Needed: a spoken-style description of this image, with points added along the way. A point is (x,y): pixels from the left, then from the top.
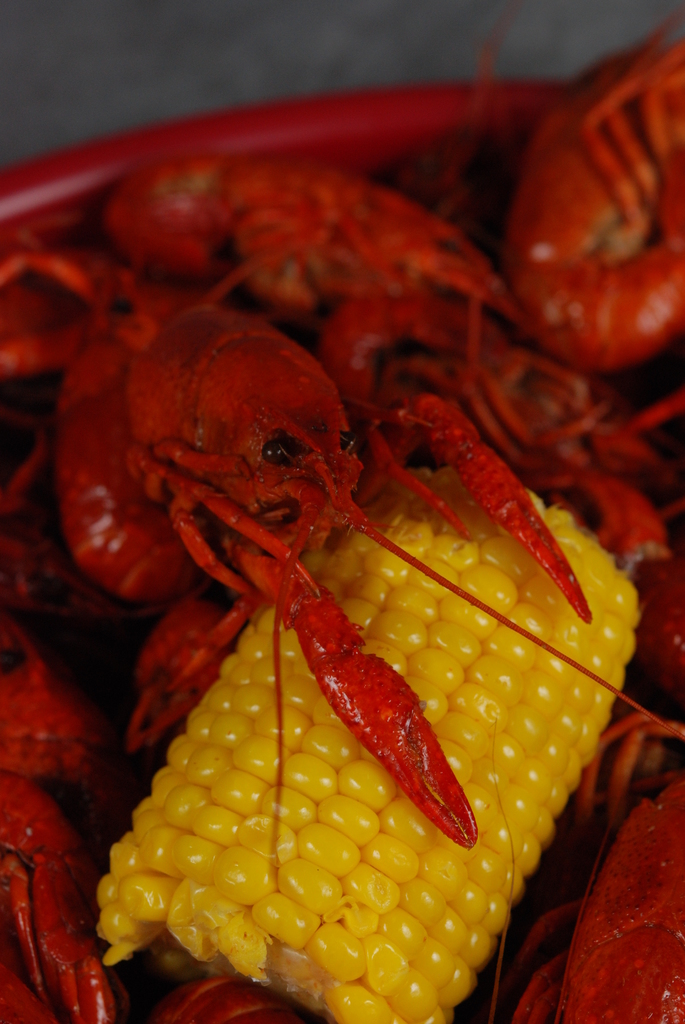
In this image I can see a red colored bowl (309,133) and in the bowl (376,126) I can see a corn (316,812) which is yellow in color and many crawfish (435,376) which are red in color.
